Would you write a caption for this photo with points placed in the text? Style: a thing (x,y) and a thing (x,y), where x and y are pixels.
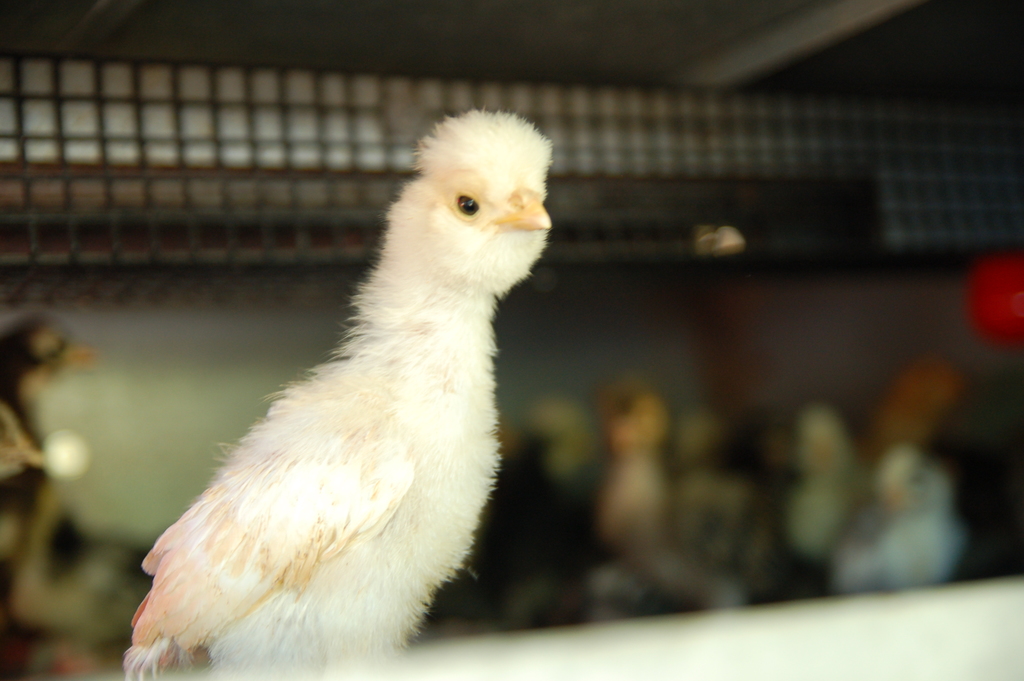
In this picture we can see a bird (256,438). In the background of the image (720,518) it is blurry and we can see objects (745,510).
